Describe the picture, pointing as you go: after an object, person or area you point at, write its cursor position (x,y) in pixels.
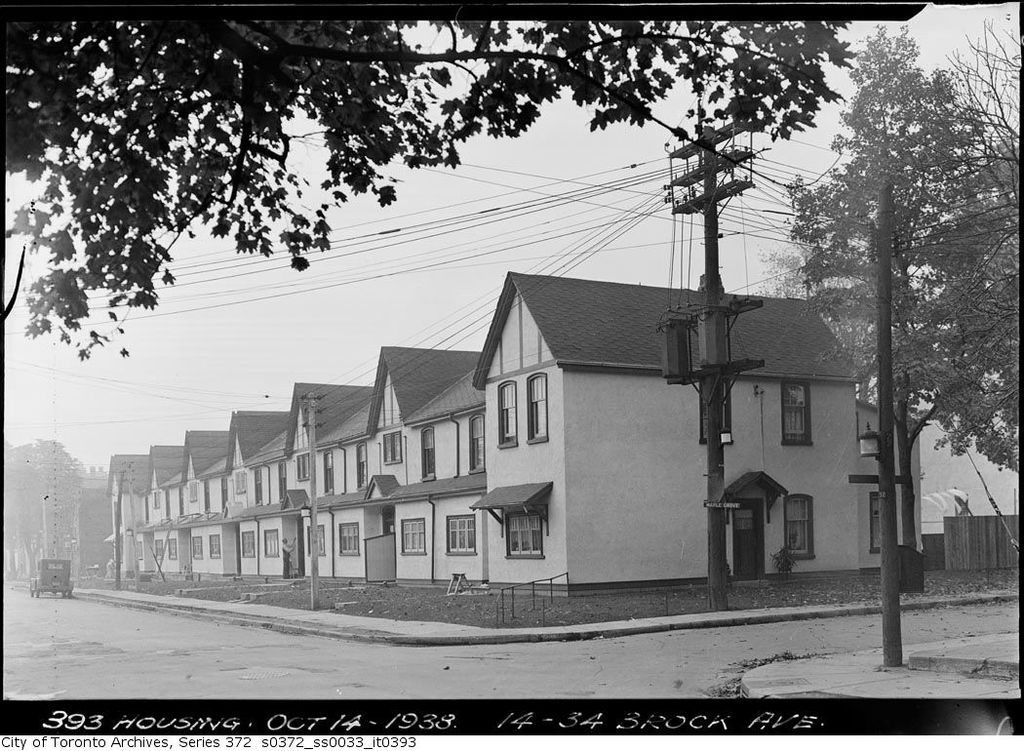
In the center of the image (516,352) there are buildings (609,490). At the bottom of the image (419,666) there is road (165,651). There is a car (54,569). There are trees (68,188). There is a electric pole (716,522). At the bottom of the image (564,707) there is a black color border (11,712).
